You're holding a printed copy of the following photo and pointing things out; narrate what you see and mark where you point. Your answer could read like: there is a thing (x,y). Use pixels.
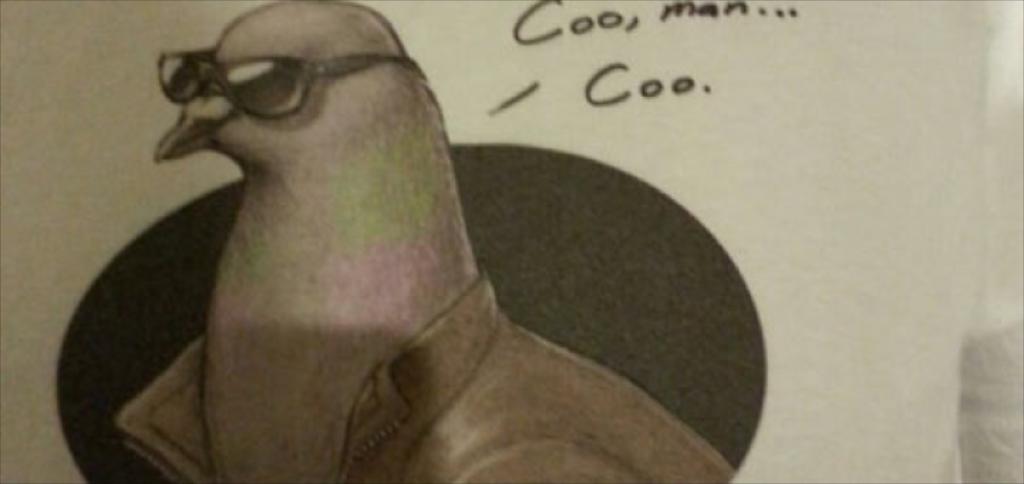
This is a poster and in this poster we can see a bird (477,363), goggle (302,81) and some text (628,91).
